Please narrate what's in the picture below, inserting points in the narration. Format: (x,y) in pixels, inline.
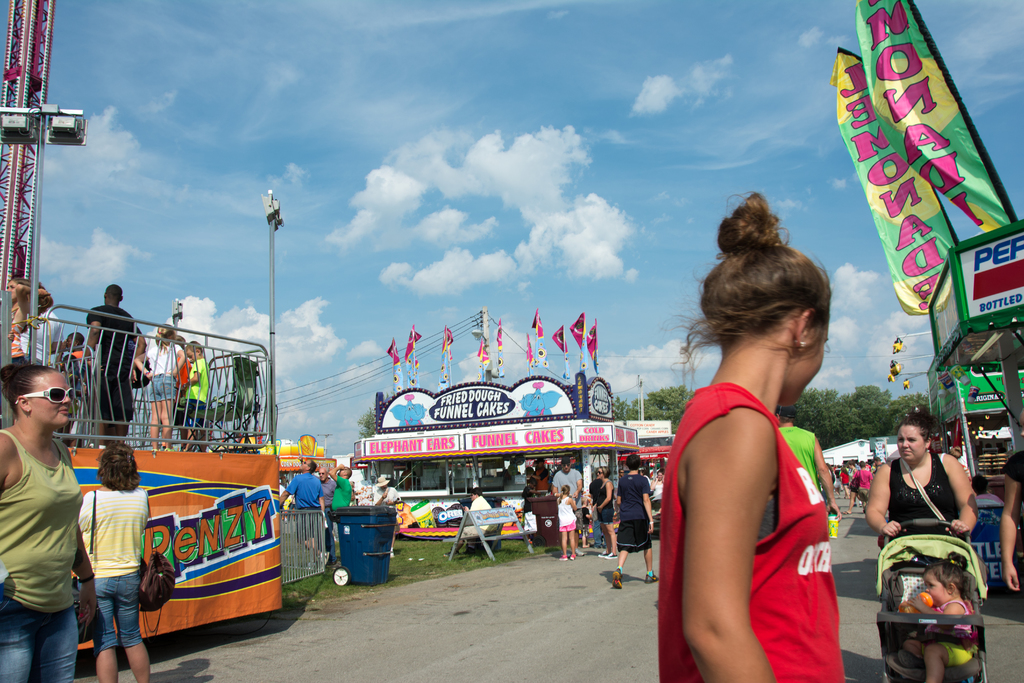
In this image there are stalls (616,475). There are people (861,500) walking. There are trees (844,438) and grass (406,541). There are electric poles (485,336). There are clouds (566,185) in the sky (578,191).
